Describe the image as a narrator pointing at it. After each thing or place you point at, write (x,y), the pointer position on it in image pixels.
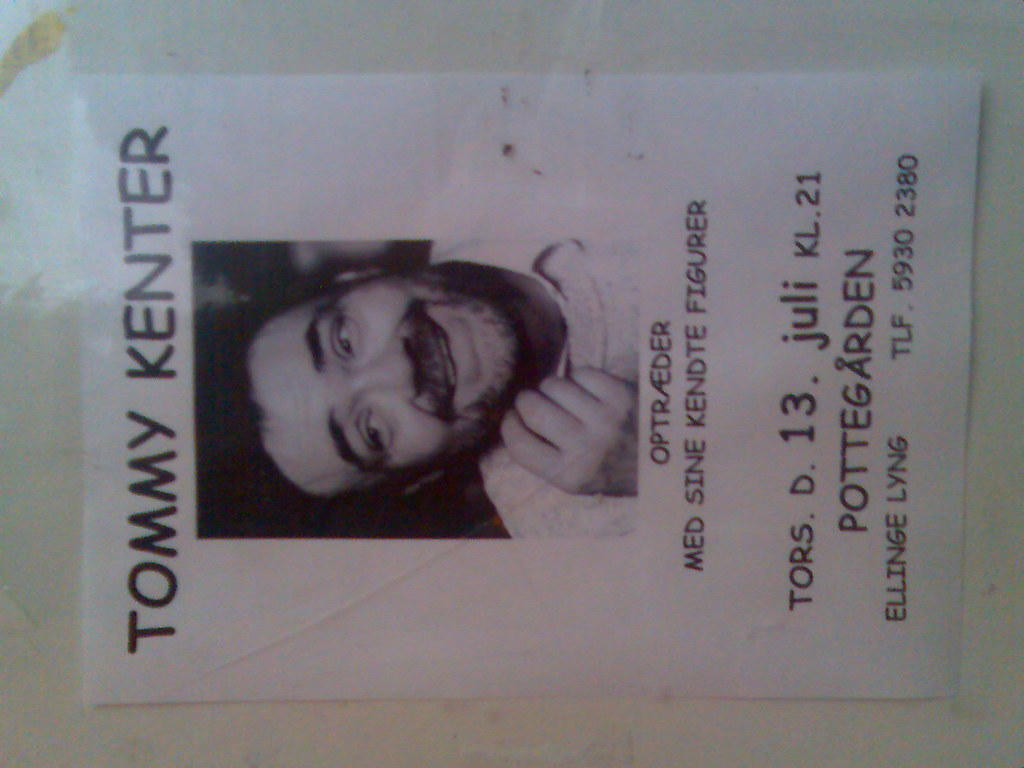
In the foreground (191,155) I can see a poster (181,163) of a person (473,360) on the wall (46,35). This image is taken may be during a day.
